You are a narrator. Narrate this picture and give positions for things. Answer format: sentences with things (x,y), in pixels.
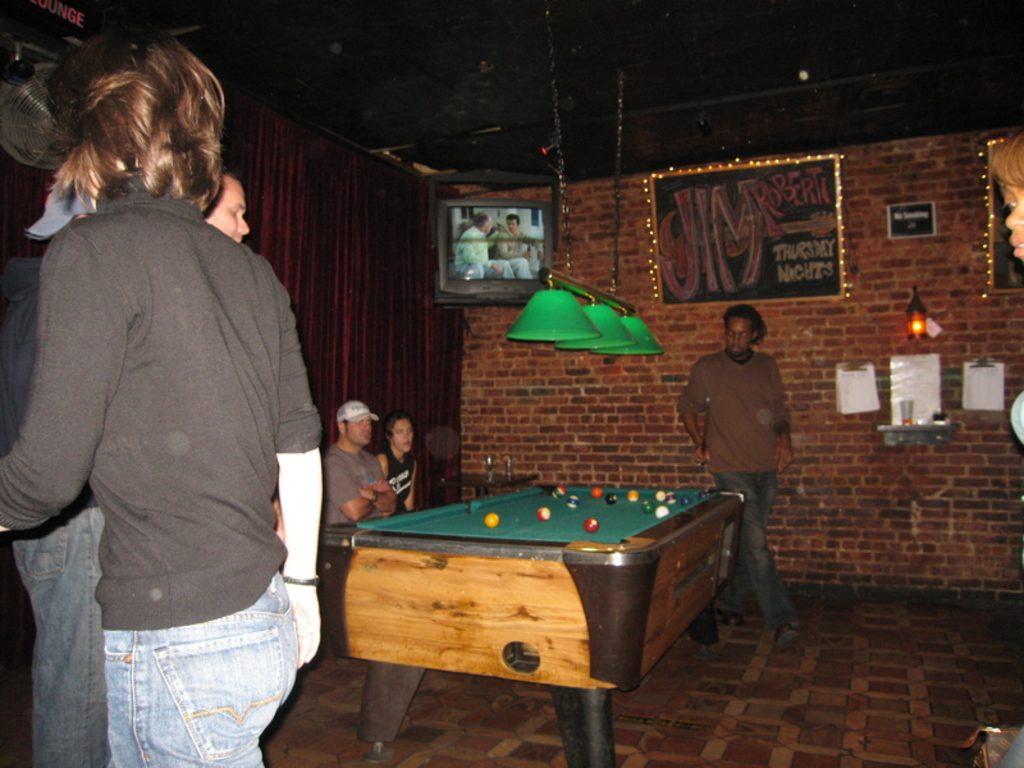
This image is clicked inside a room (839,272). In the middle (640,490), there is a snooker table (579,534). To the left (186,370), there are two persons (164,409). In the background (547,247) there is a TV (545,223), wall (900,283), and a board (693,234). To the right (1014,224), there is a woman (1020,208). At the top (546,46) there is a slab (597,46), to which lights (554,274) are hanged.
